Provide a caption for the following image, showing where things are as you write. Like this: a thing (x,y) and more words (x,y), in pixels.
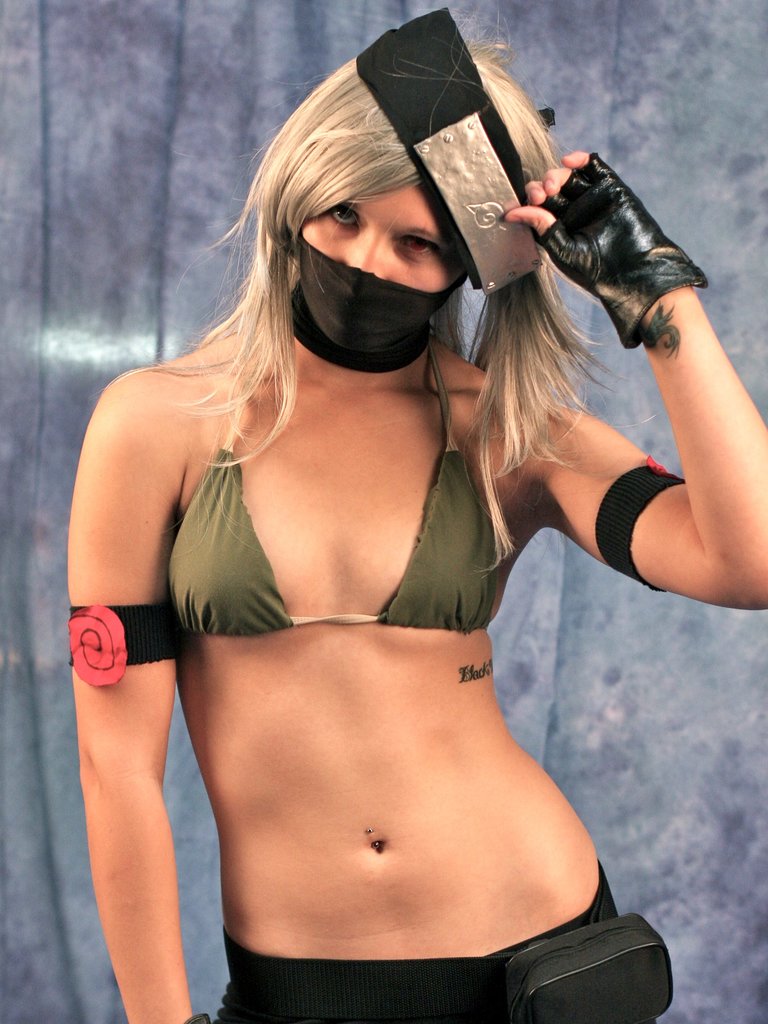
We can see a woman (445,746) is standing and she is holding an object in her hand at the head (380,197). In the background (133,253) we can see the wall (131,264).
